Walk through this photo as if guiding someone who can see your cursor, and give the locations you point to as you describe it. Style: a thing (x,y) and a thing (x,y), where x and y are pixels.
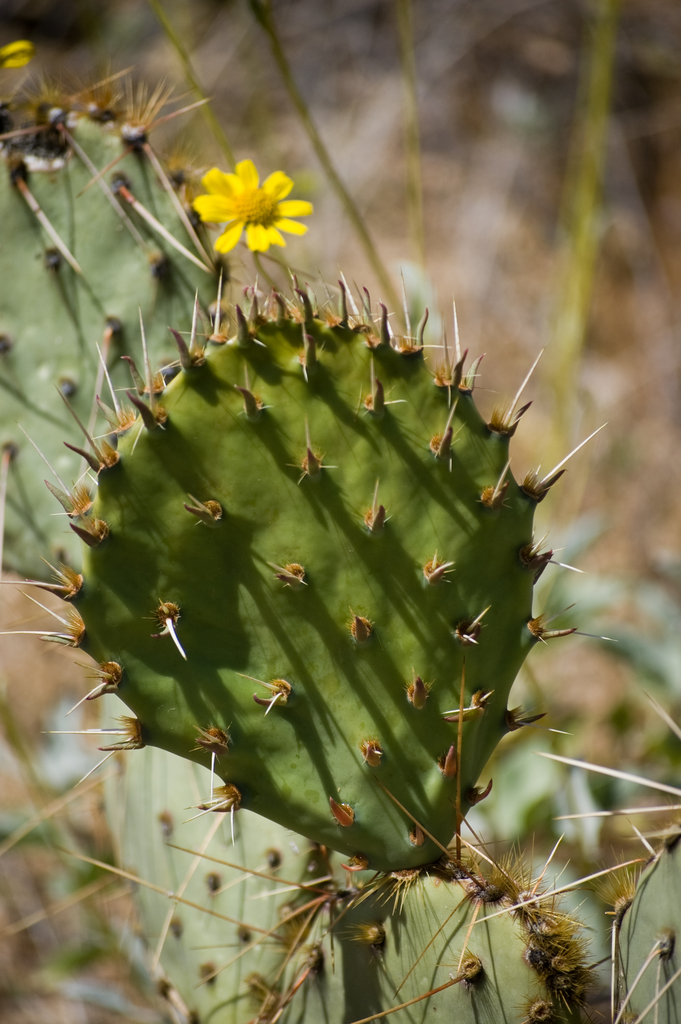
In this image there is cactus (153,721). Here there is a yellow flower (259,208). The background (269,63) is blurry.
